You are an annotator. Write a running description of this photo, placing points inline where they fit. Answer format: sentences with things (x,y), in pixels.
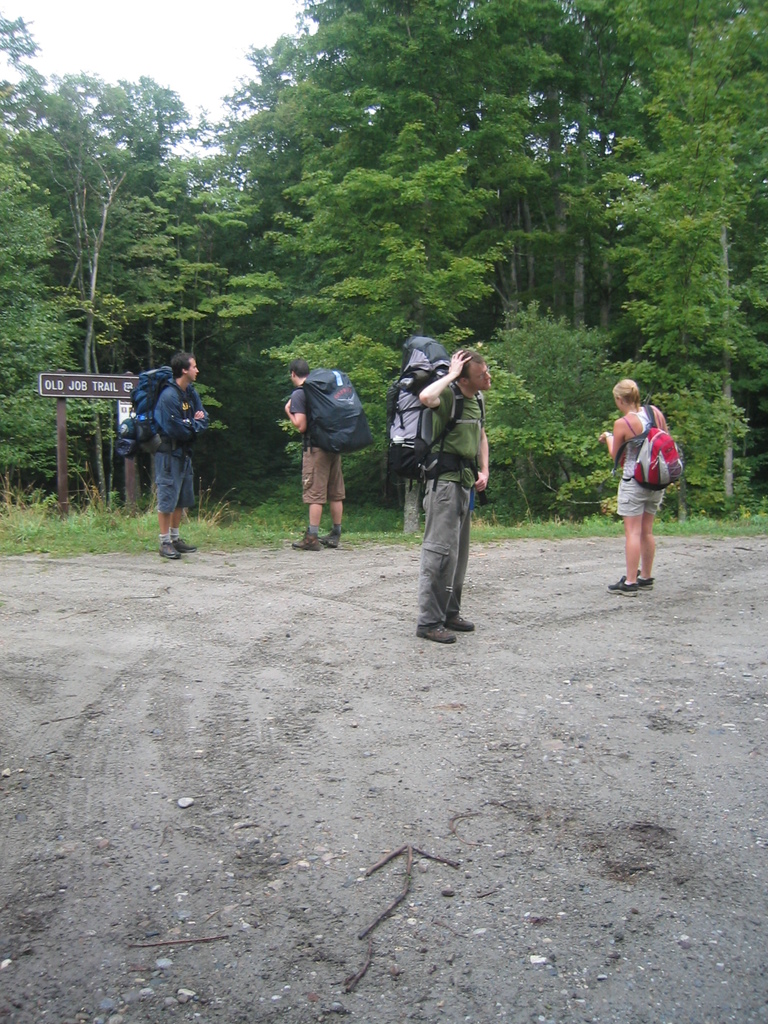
In this image I can see four people (634,393) standing in a forest (726,396). Two people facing towards the back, two people (435,392) facing towards the right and I can see trees (259,187) and road (359,837) at the bottom of the image (416,837) and sky (173,57) at the top of the image (170,25).
